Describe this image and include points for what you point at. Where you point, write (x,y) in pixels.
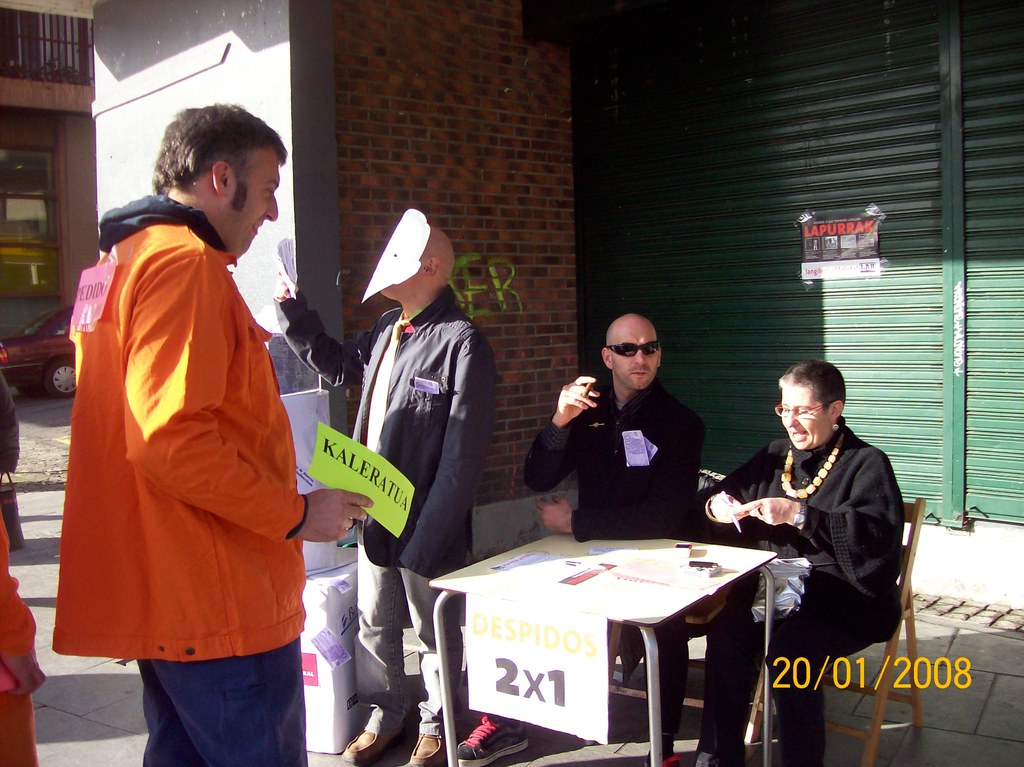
The two persons (690,470) wearing black dress (745,499) is sitting in a chair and there is a table (628,555) in front of them and there is another person (415,347) wearing mask (396,273) is standing beside them and there are some people (122,451) standing in front of them.
